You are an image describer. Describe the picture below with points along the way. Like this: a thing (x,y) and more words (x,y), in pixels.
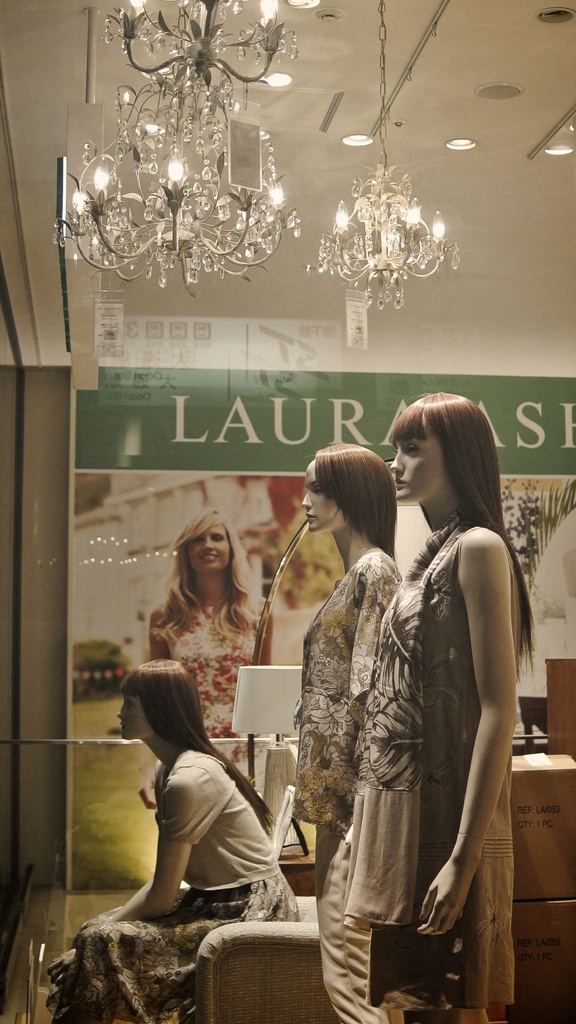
In this image I can see the mannequins (190,819). In the background (227,425), I can see some text (280,402) written on the wall (298,461). At the top (357,209) I can see the lights (363,201).
